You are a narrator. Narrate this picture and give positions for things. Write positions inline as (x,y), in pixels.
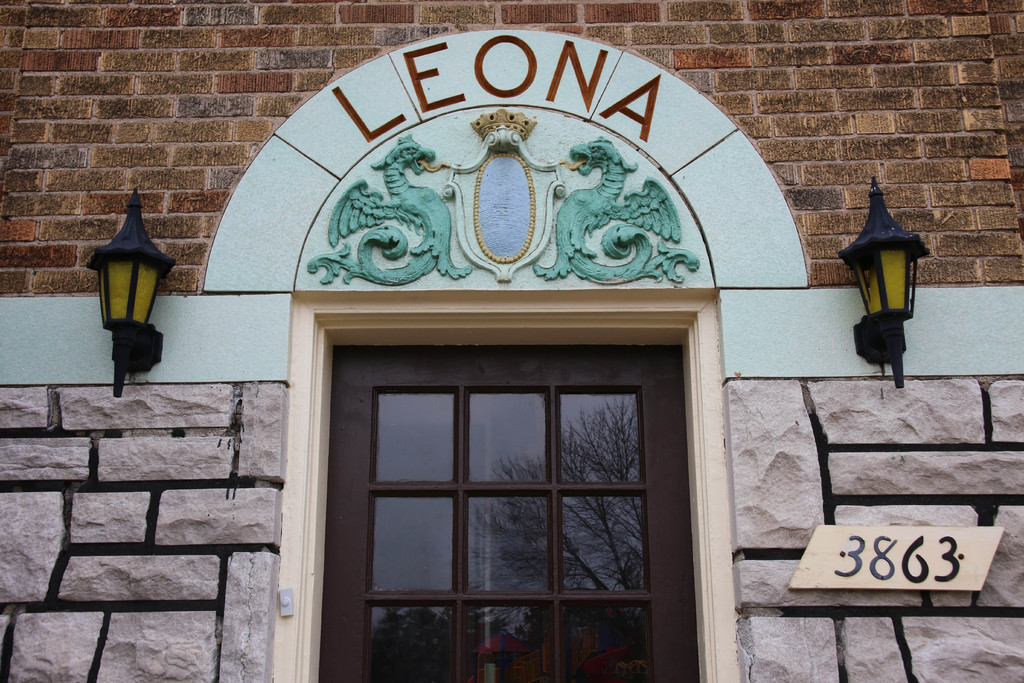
This is a building (326,185). There are two lights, number board (930,560), design (550,169) and a text (420,71) on the wall (399,74). This is a door (484,511). We can see the reflection (526,522) of trees (532,554), poles (486,636), some other objects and sky (438,526) on the glass (547,641).
